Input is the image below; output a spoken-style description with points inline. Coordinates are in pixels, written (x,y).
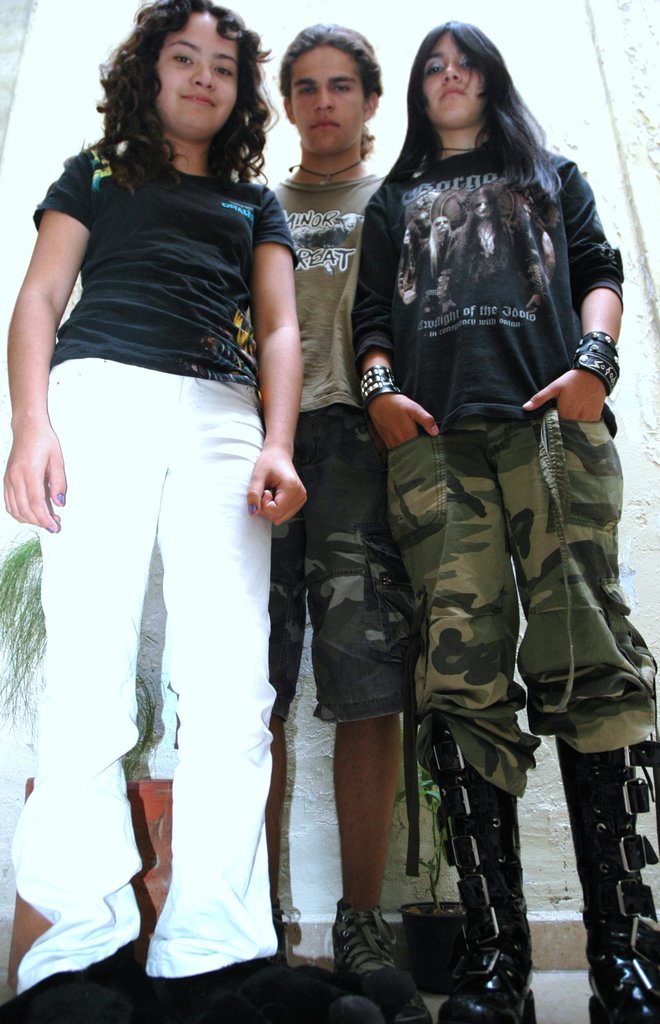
This picture is taken from the down angle. In the picture, there are three persons (313,230). Among them, there are two women (454,287) and a man (334,45). Man (300,327) is in between the women (281,319). Both the women (84,250) are wearing black t shirts (385,282) and man (350,50) is wearing the green t shirt (348,199).
